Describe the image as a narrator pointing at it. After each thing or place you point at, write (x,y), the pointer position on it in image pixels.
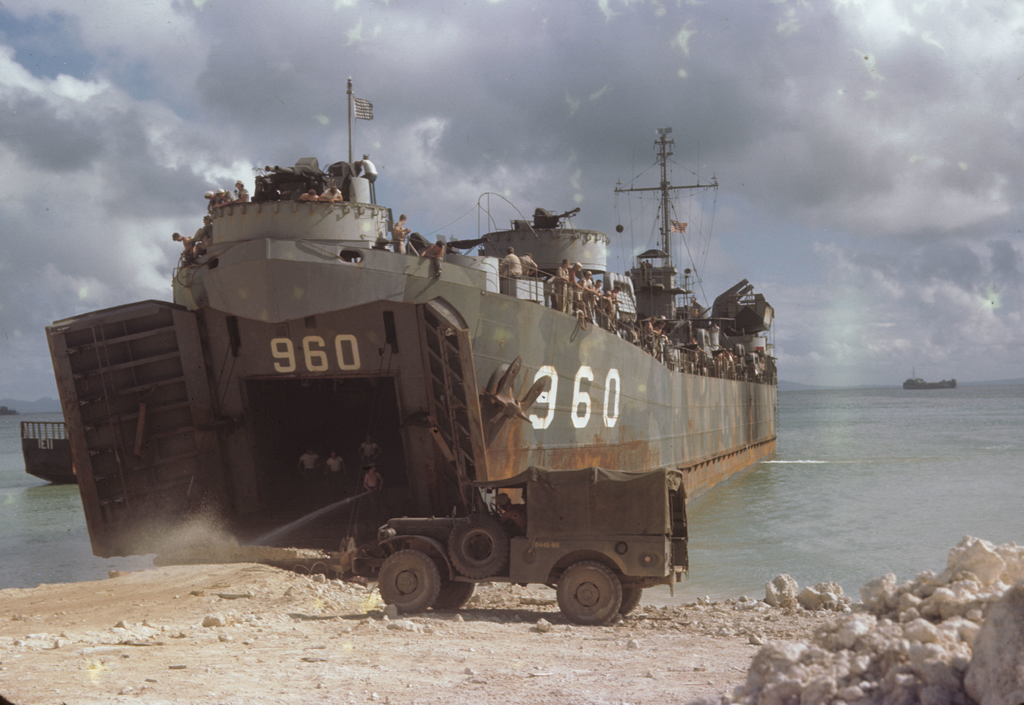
In this image we can see a few boats (426,446) on the water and there is a vehicle (638,563) on the ground (490,591), there are some stones (906,610), people (591,311), wires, poles (644,189), flag (355,116) and other objects (689,330), in the background (309,112) we can see the sky (787,123) with clouds (765,99).
